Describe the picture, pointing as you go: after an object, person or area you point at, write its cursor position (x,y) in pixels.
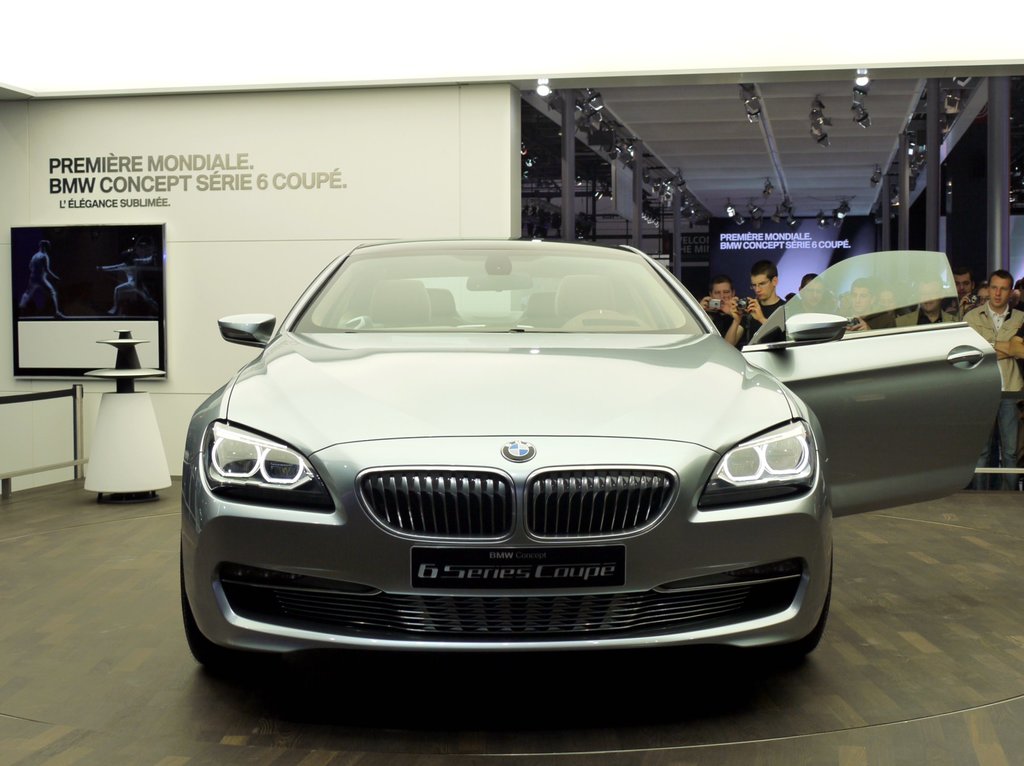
In this image we can see the vehicle (535,495). In the background of the image (544,192) there are people (863,289), cameras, screens (810,235), a wall (52,215) and other objects (626,29). At the bottom of the image (497,736) there is the floor (492,750).
